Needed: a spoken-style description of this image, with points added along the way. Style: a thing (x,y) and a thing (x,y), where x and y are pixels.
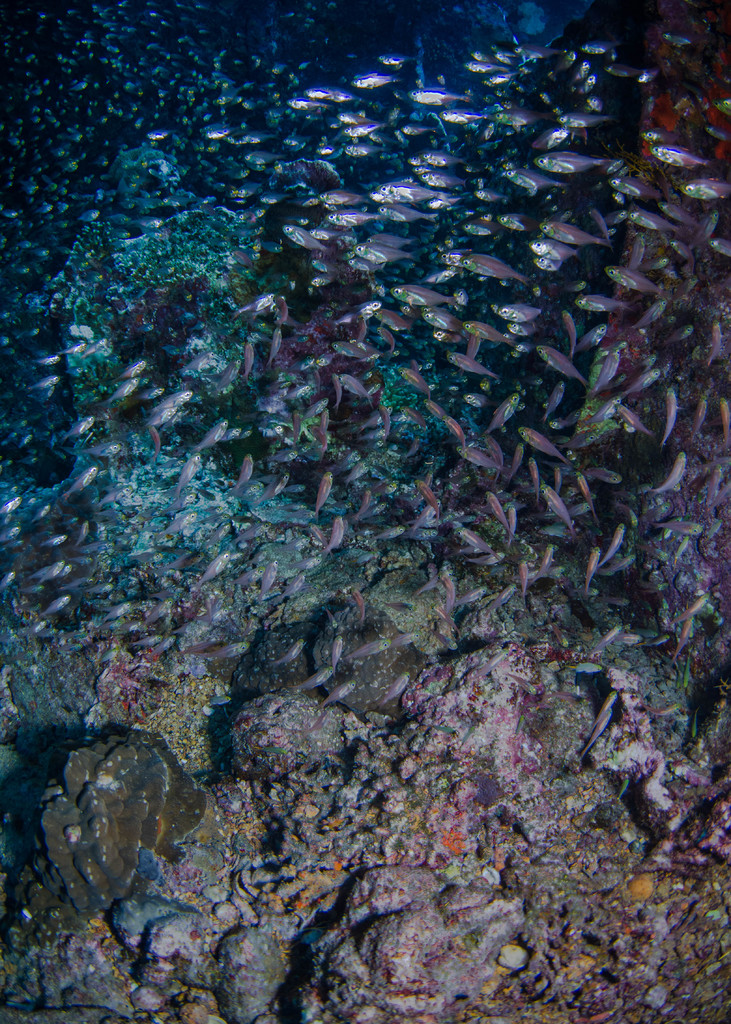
This picture is taken in an ocean (225,509). In the ocean (502,173), there are fishes (184,471) which are in different colors. At the bottom (288,893), there are stones (363,844).
